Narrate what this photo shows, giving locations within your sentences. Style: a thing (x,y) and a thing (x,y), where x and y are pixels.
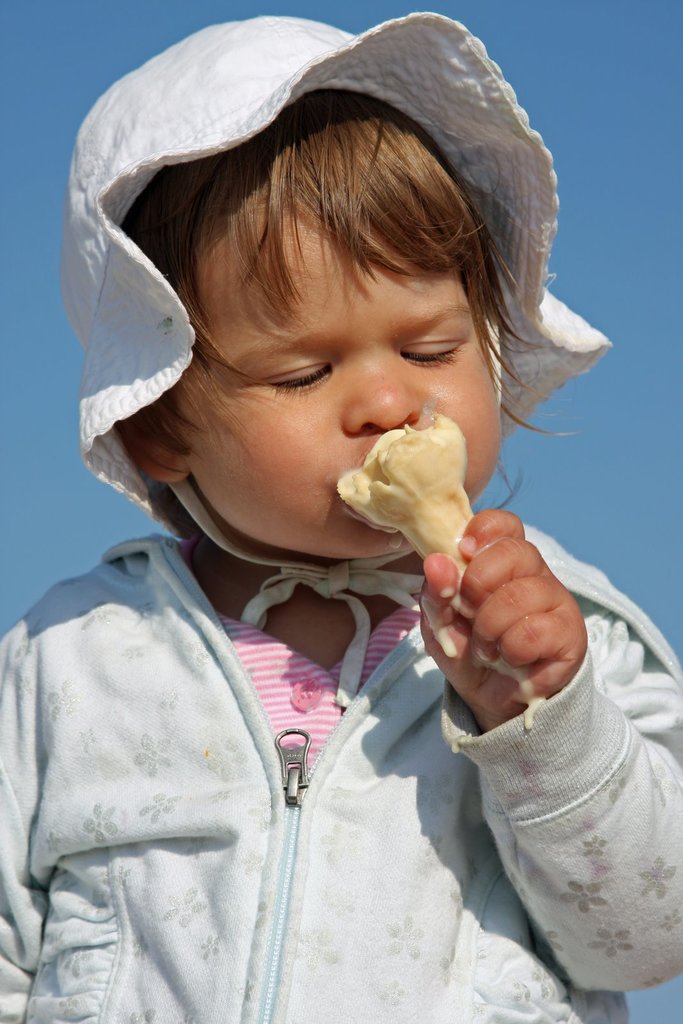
In this picture we can see a child (372,835) and this child (409,856) is holding food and in the background (560,464) we can see the sky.
